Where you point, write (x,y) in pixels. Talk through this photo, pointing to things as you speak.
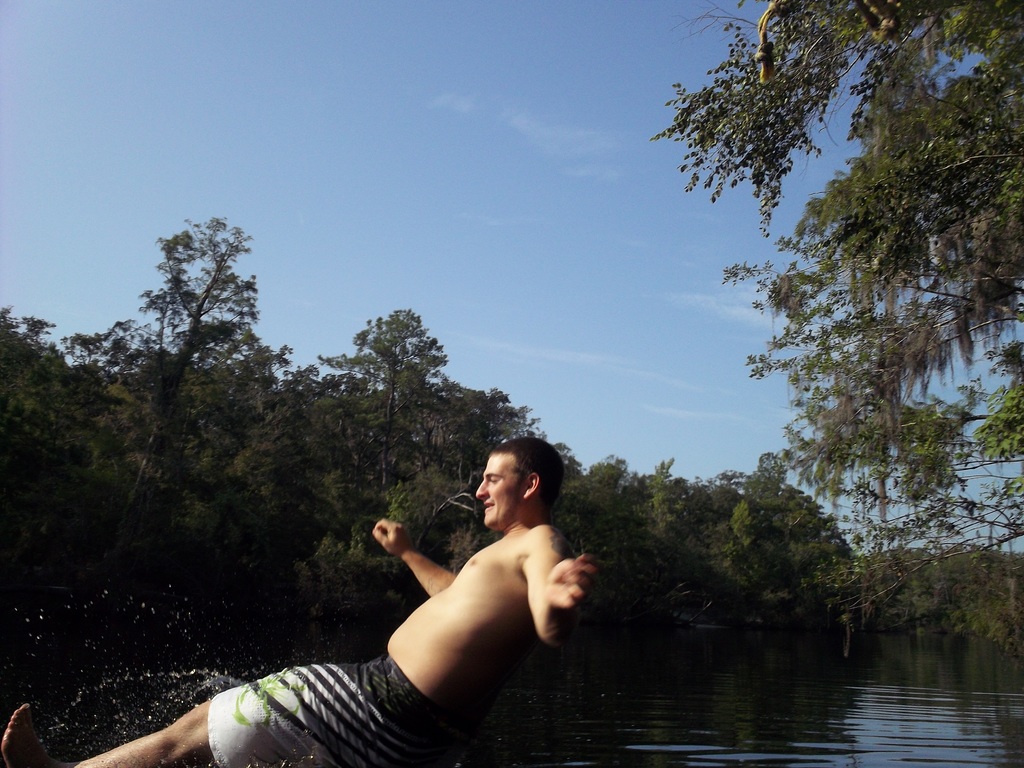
In this picture there is man (391,742) wearing shorts (358,711) is jumping into the river water (592,641). Behind there are some trees (183,496) and on the right corner (880,333) we can see the tree (887,300).
